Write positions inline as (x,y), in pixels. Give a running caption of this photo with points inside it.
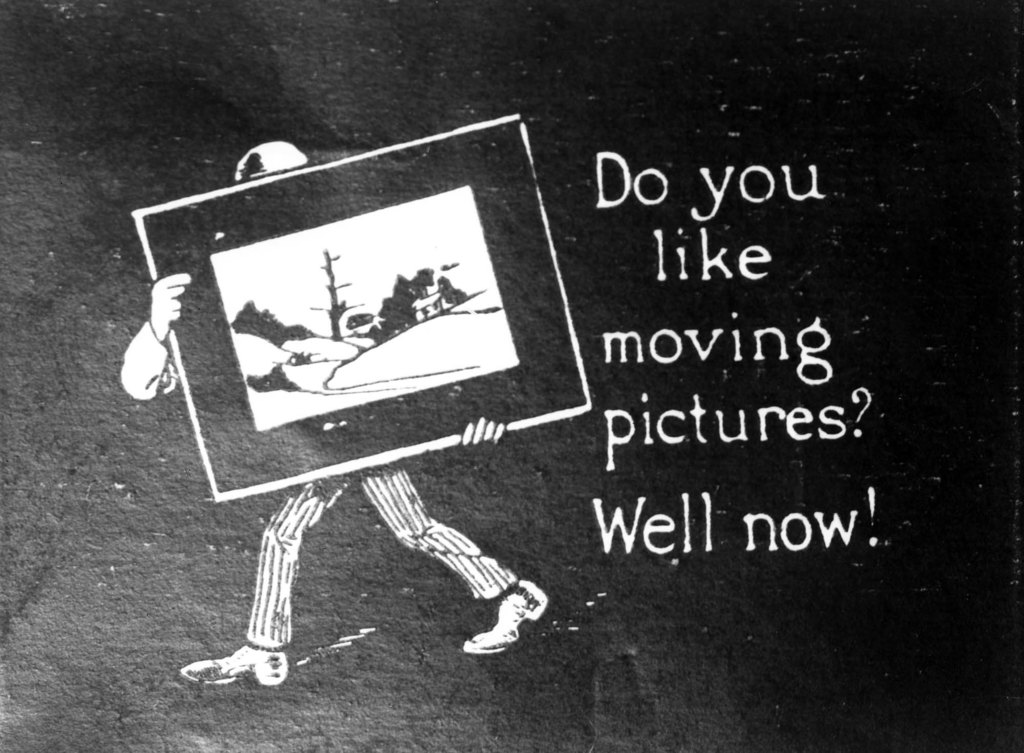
In this picture we can see some text (745,521) and an art (396,395) of a person (301,495).
